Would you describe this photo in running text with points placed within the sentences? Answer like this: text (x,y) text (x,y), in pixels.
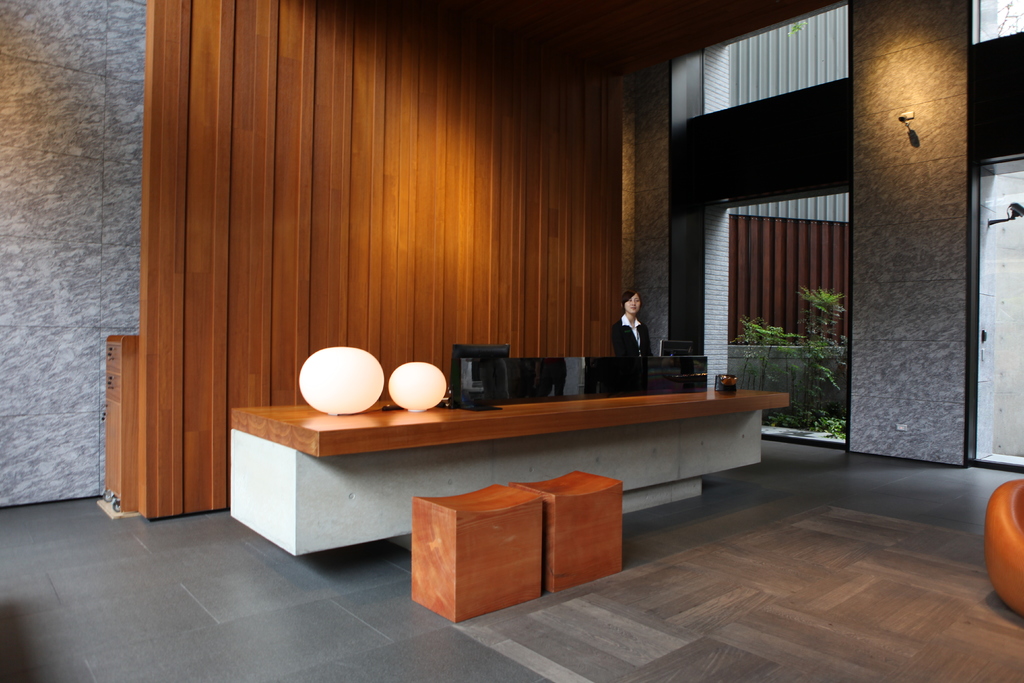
In this picture we can see a woman (625,337) standing, monitors (661,350), some objects (621,564) on the floor (175,644) and in the background (603,269) we can see the wall (713,239), light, plants (807,370).
